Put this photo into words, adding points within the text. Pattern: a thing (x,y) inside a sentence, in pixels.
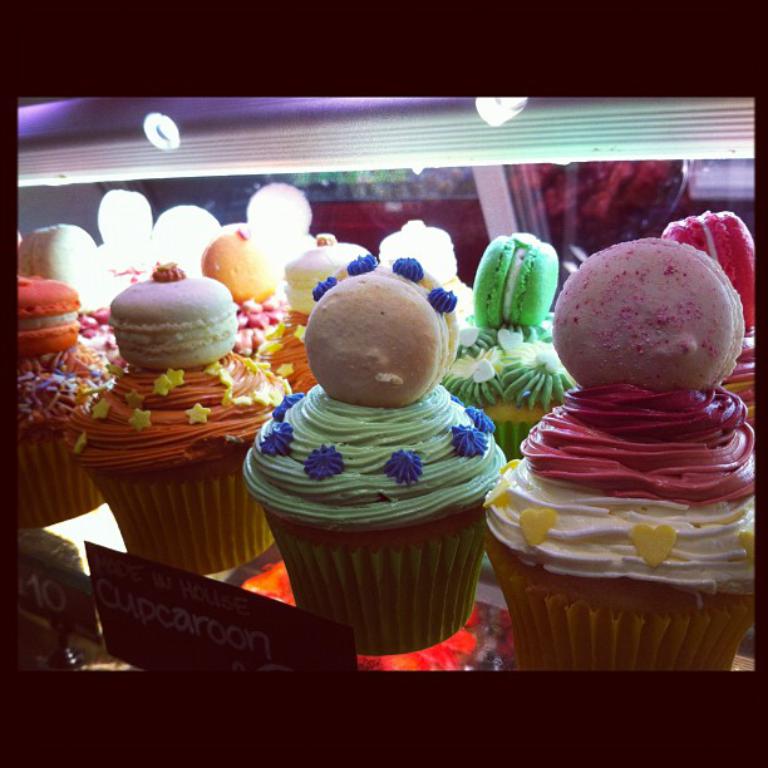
In the picture we can see some cupcakes (496,379) which are placed in the rack (226,113) and in the rack (195,118) we can see some lights (165,119) and the cakes (628,302) are light green, pink, green and orange in color.
